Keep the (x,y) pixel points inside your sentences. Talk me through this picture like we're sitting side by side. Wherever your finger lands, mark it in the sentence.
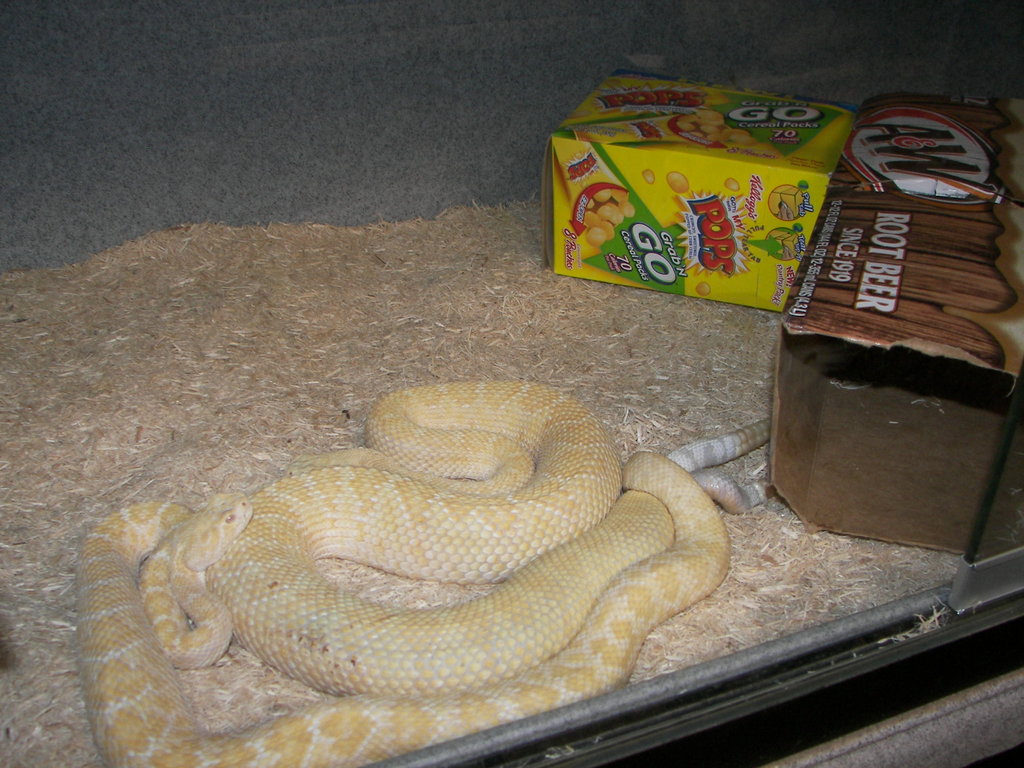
In this image in the front (333,630) there is a snake (580,579) and there are boxes (677,226) with some text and images (936,247) on it and there is dry grass (244,351).
